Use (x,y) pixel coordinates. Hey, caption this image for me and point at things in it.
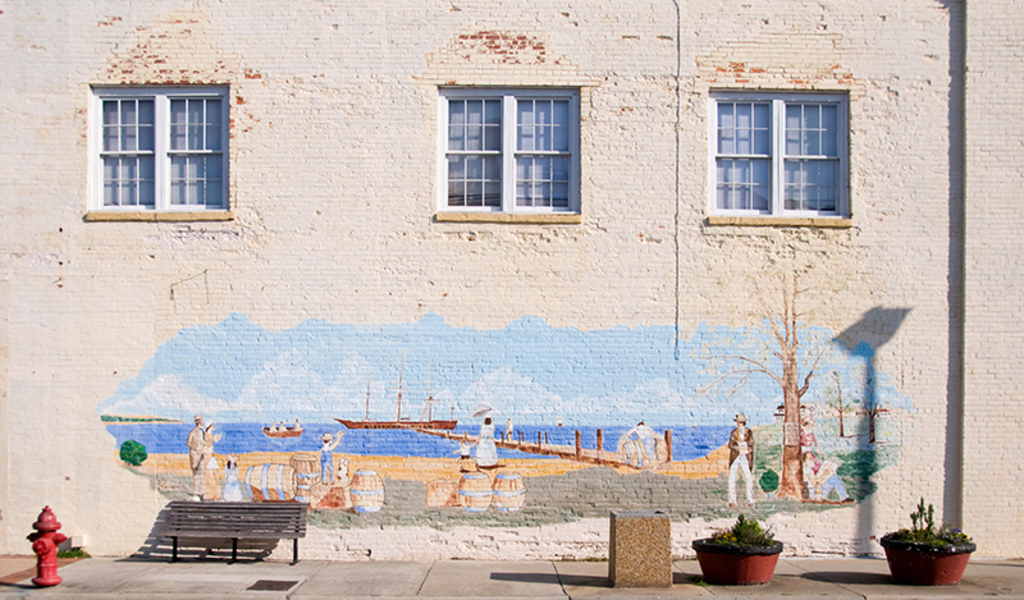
In this image in the center (442,358) there is a building (433,204) and three windows (194,171), and on the building (443,417) there is some art (302,418) and also there are some flower pots (714,556), plant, bench (221,535), fire hydrant (47,540). At the bottom (449,578) there is a footpath (861,569).
